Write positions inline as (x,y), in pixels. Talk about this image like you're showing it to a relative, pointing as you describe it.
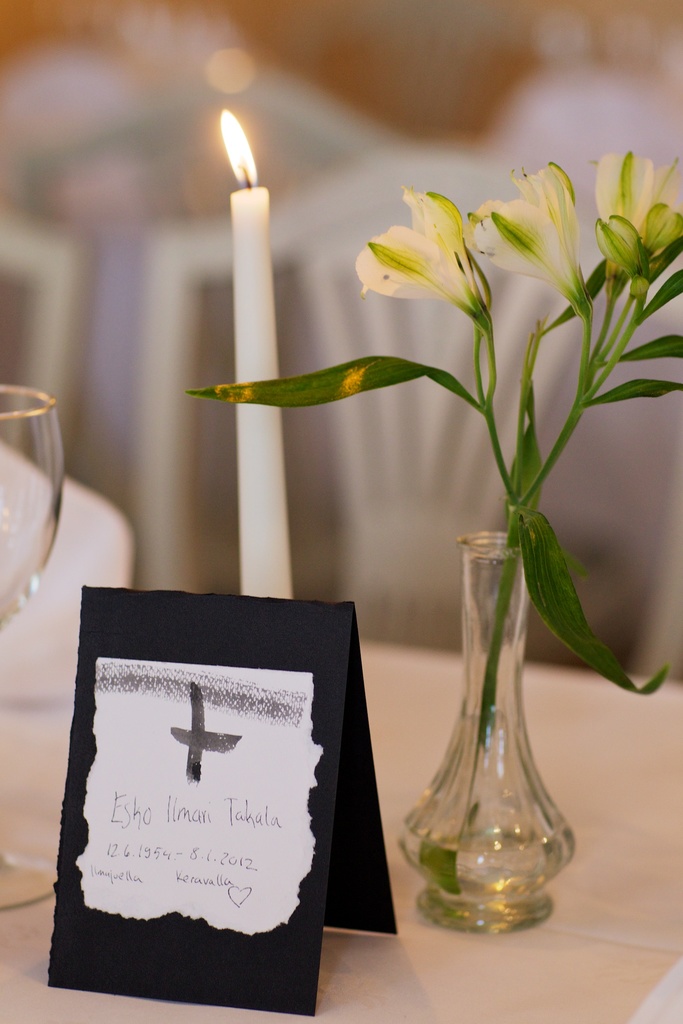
In this picture there is a white candle (266,559) a flower (528,518) placed in a glass pot (503,680) and a glass (41,496) and a label (228,659) placed on top of a table (517,990).
